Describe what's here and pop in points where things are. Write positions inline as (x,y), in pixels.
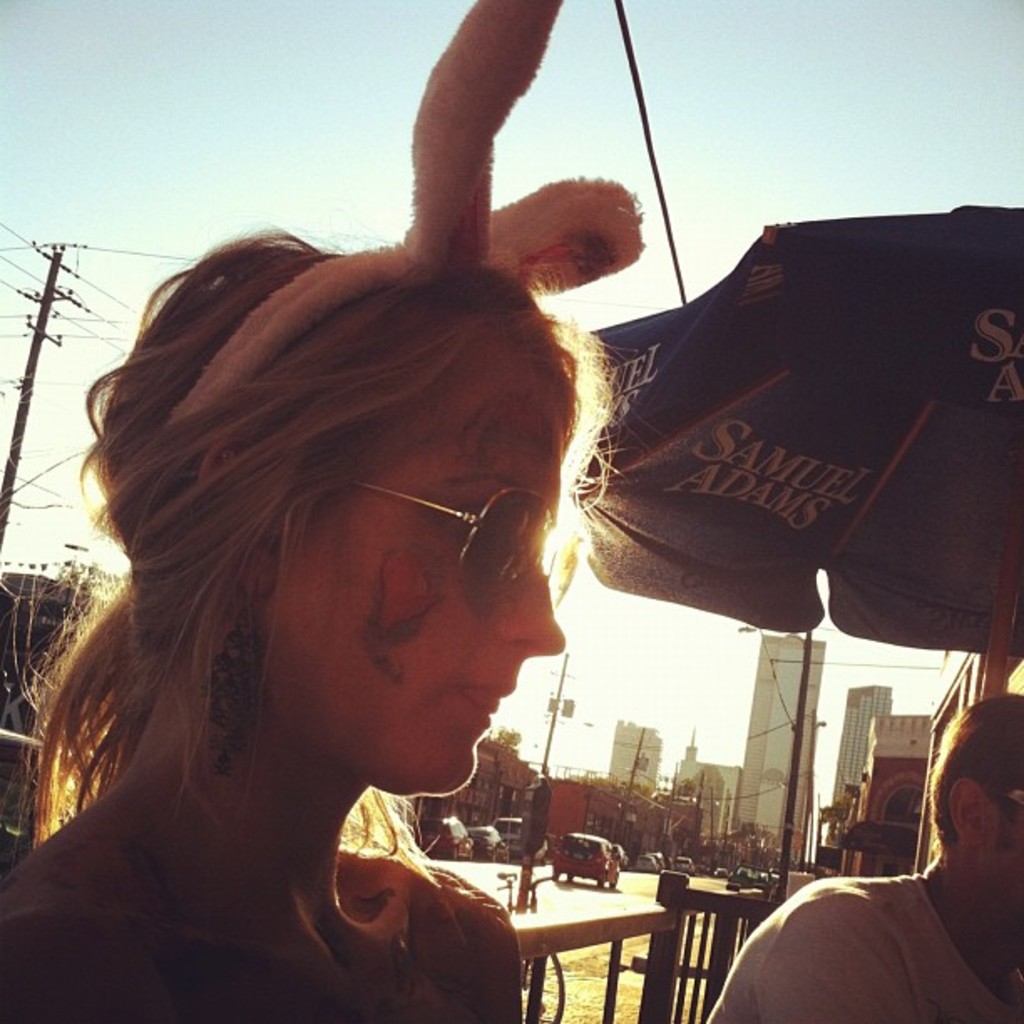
In the center of the image (345,611) we can see a person (455,536) is wearing a headband (431,257) and glasses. On the right side of the image (916,911), we can see one more person (916,911). In the background (718,628), we can see the sky (560,174), buildings (728,797), poles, one outdoor umbrella (977,495), vehicles (483,848) and a few other objects (540,963).
